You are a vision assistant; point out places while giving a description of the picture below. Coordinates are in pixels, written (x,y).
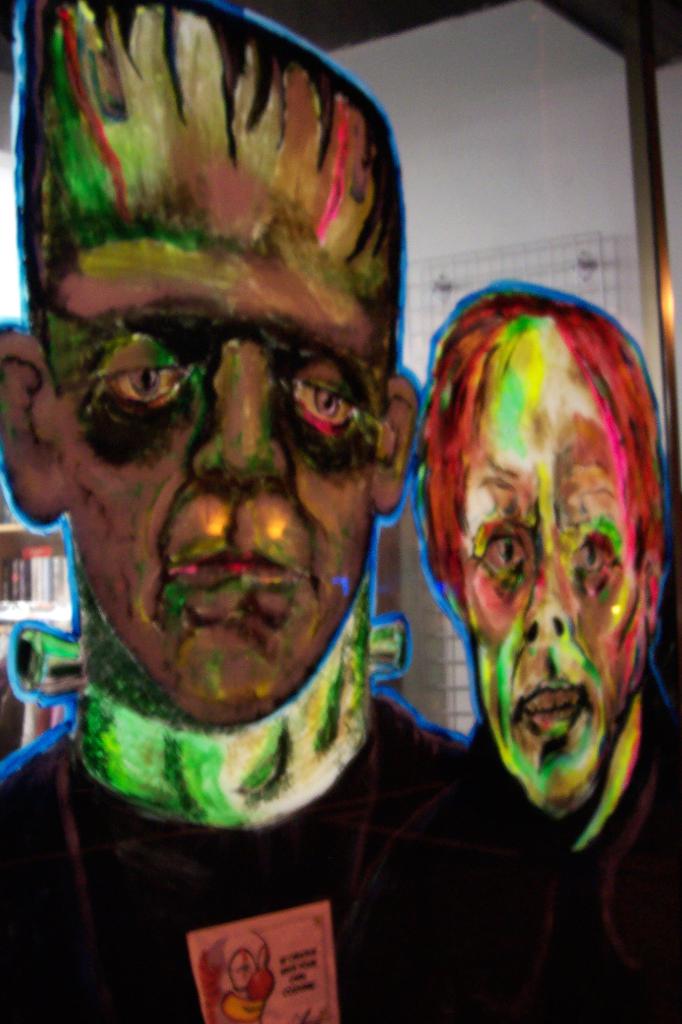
In this image there are paintings (589,509) on the glass (210,364). In the background (15,566) there is bookshelf (62,560).
